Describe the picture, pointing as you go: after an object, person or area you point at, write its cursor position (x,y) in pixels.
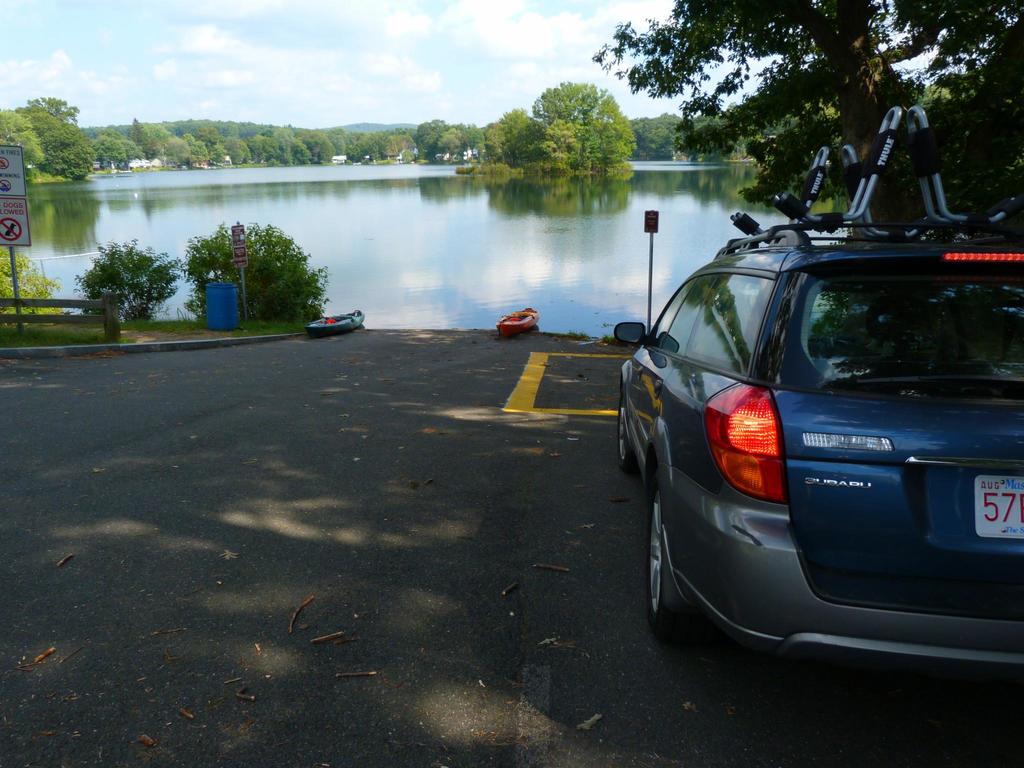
In this picture we can see a vehicle (738,515), boats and a few things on the path (281,600). There are signs (5,189) and some text (13,211) on the boards (14,233) visible on the poles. We can see trees (894,209), plants (7,280), water (320,206) and other objects (231,298). There is the cloudy sky (489,72) on top (209,51).
